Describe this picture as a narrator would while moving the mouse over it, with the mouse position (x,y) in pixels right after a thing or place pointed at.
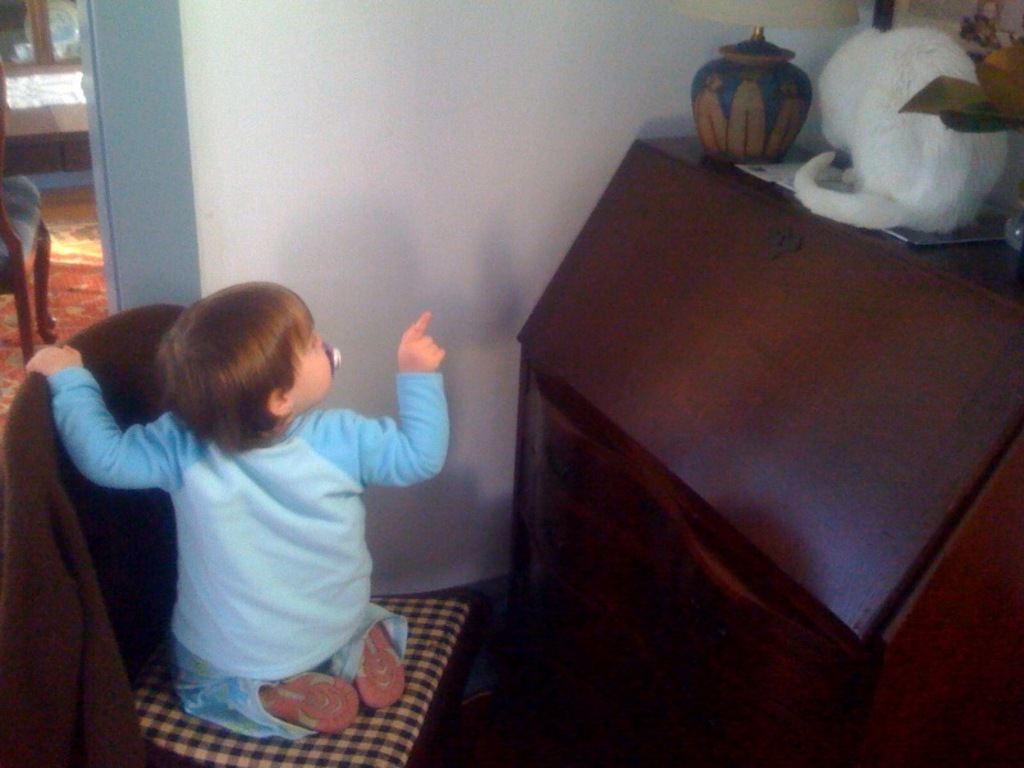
In this picture on the top right (756,237) there is a desk (885,318), on the desk (871,264) there is a cat (878,131) and their lamp (723,69). On the left (154,581) there is a chair (400,703), on the chair (157,735) there is a kid (294,469). On the top left (11,90) there is a closet (31,95) and chair (45,231). In the center of the background (409,60) there is a wall (417,194).
